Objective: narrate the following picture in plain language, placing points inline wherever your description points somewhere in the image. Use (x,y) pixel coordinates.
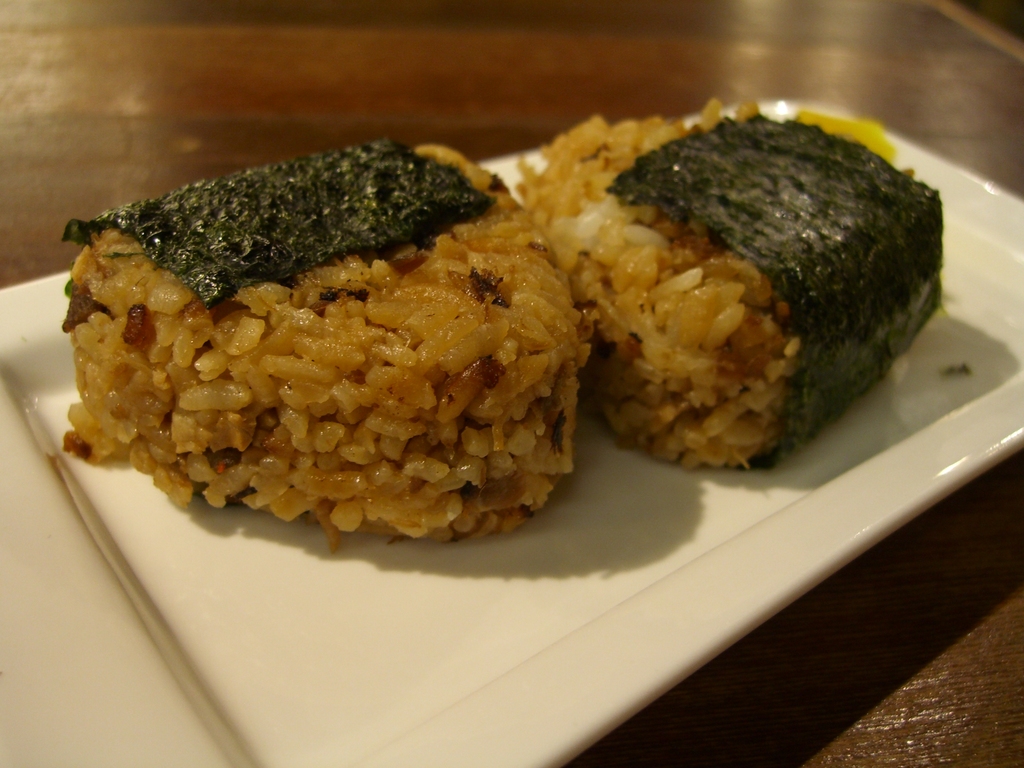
In this image I can see the plate (284,612) with food (328,395). The plate (409,575) is in white color and the food (312,235) is in brown and green color. The plate (829,562) is on the table (334,81).
